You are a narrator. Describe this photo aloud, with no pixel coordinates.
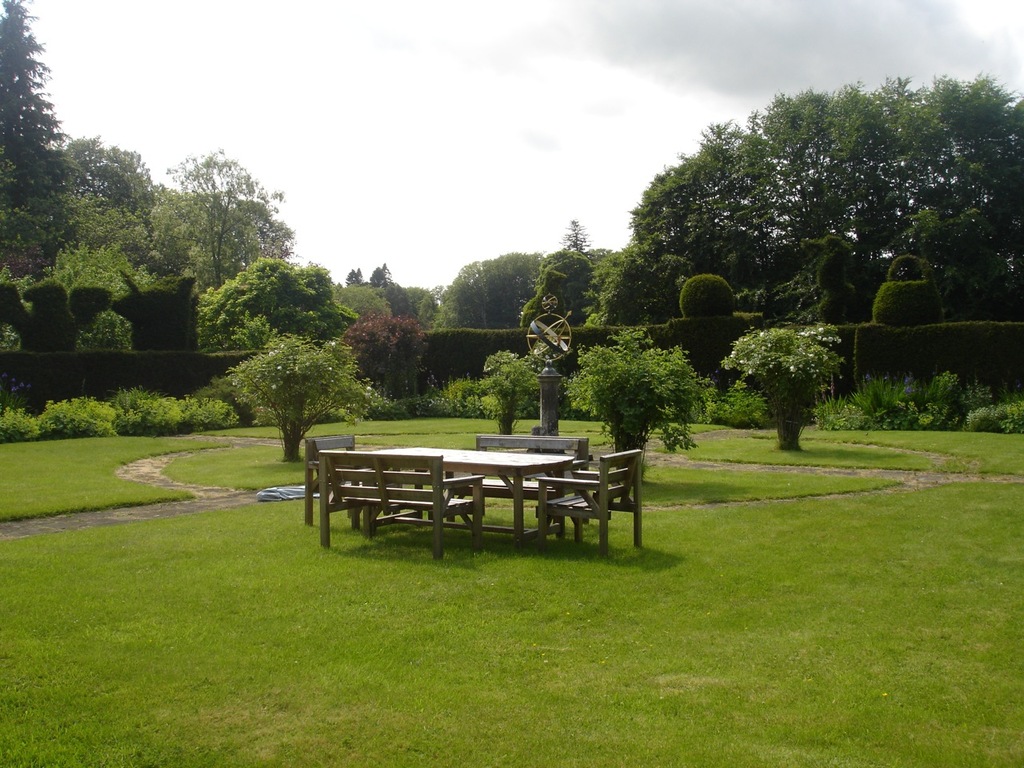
In this picture we can see a table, chairs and in the background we can see trees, sky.
